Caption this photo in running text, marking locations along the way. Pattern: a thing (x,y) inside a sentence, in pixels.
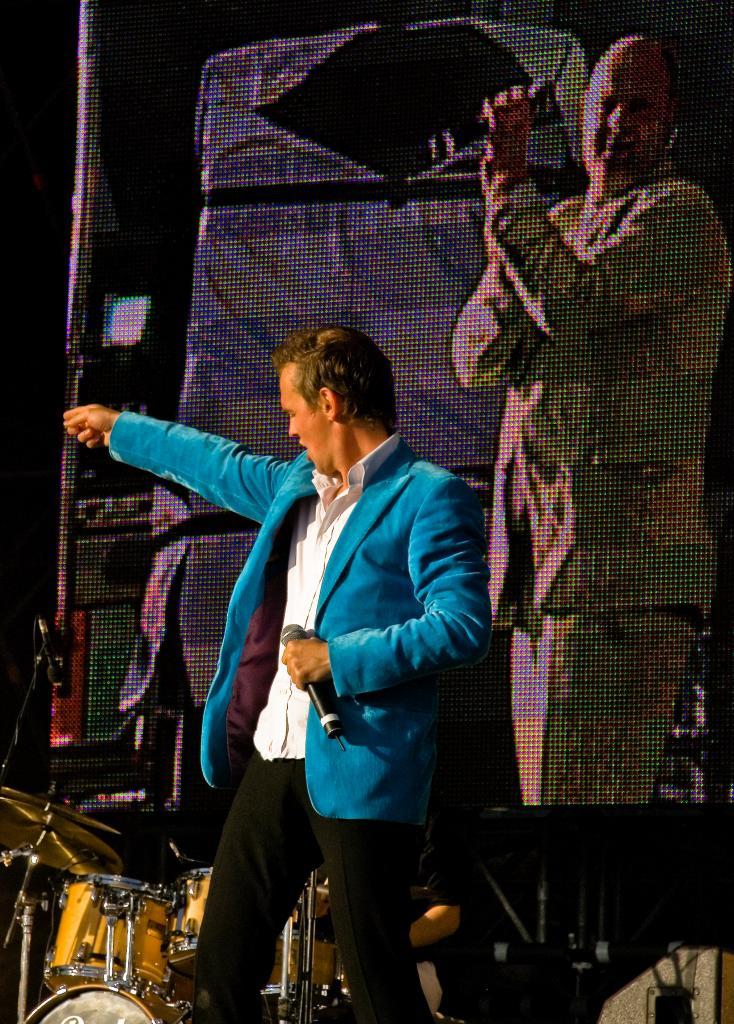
In this image I can see a person (266,592) holding a mike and wearing a blue color jacket (379,541), in front of him I can see musical instruments (92,981), at the top I can see person image (589,150).
